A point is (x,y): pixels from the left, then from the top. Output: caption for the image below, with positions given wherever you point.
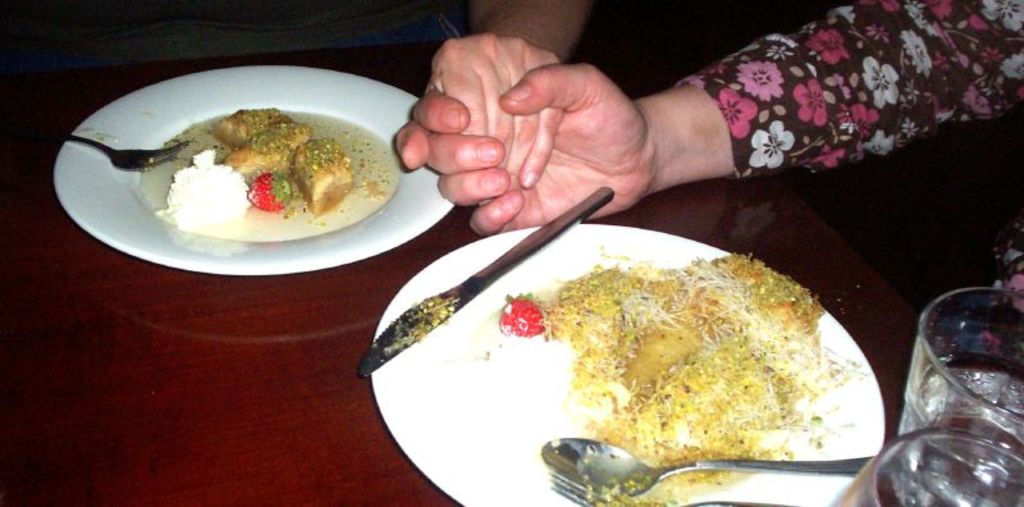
In this image we can see two persons (465,69) sitting in front of a table (758,218) holding their hands (578,149). On the table (136,265) we can see two plates (278,236) containing food (560,344) and spoons (615,492) and some glasses (1009,342) filled with water (975,396).
